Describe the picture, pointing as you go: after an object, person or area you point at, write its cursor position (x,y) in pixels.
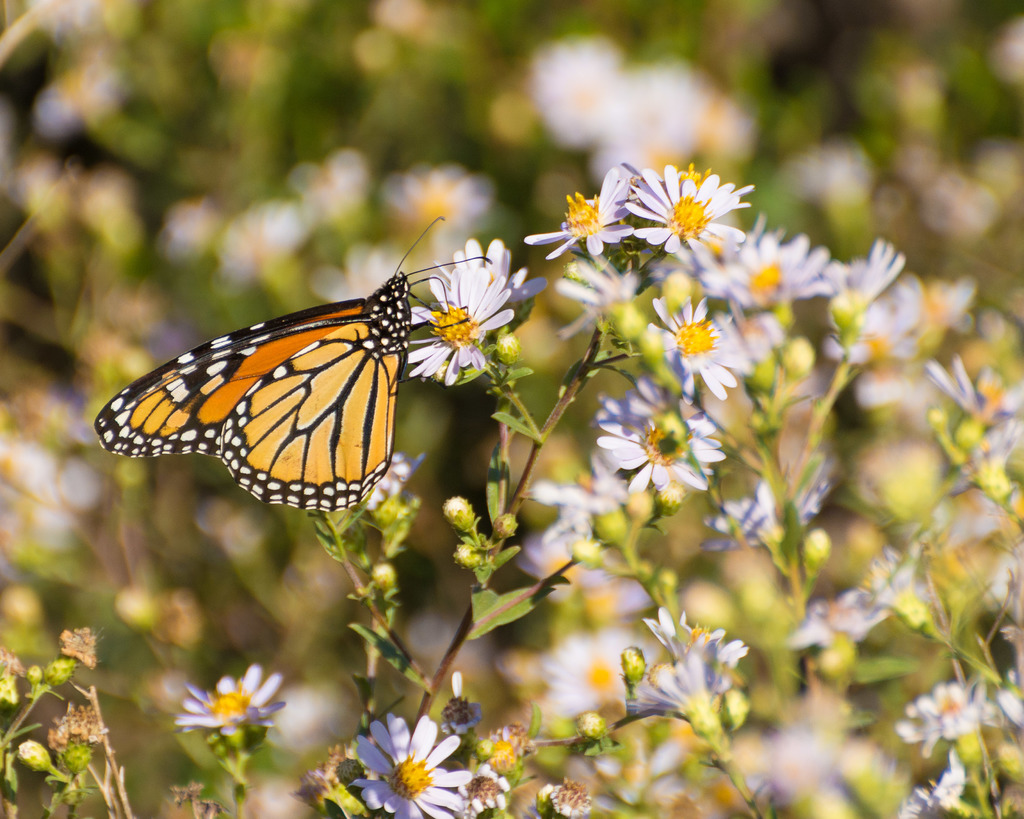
In this image there is a butterfly (334,404) on the flowers (424,313), in the background of the image (559,329) there are flowers (413,220), leaves (533,372) and stems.
